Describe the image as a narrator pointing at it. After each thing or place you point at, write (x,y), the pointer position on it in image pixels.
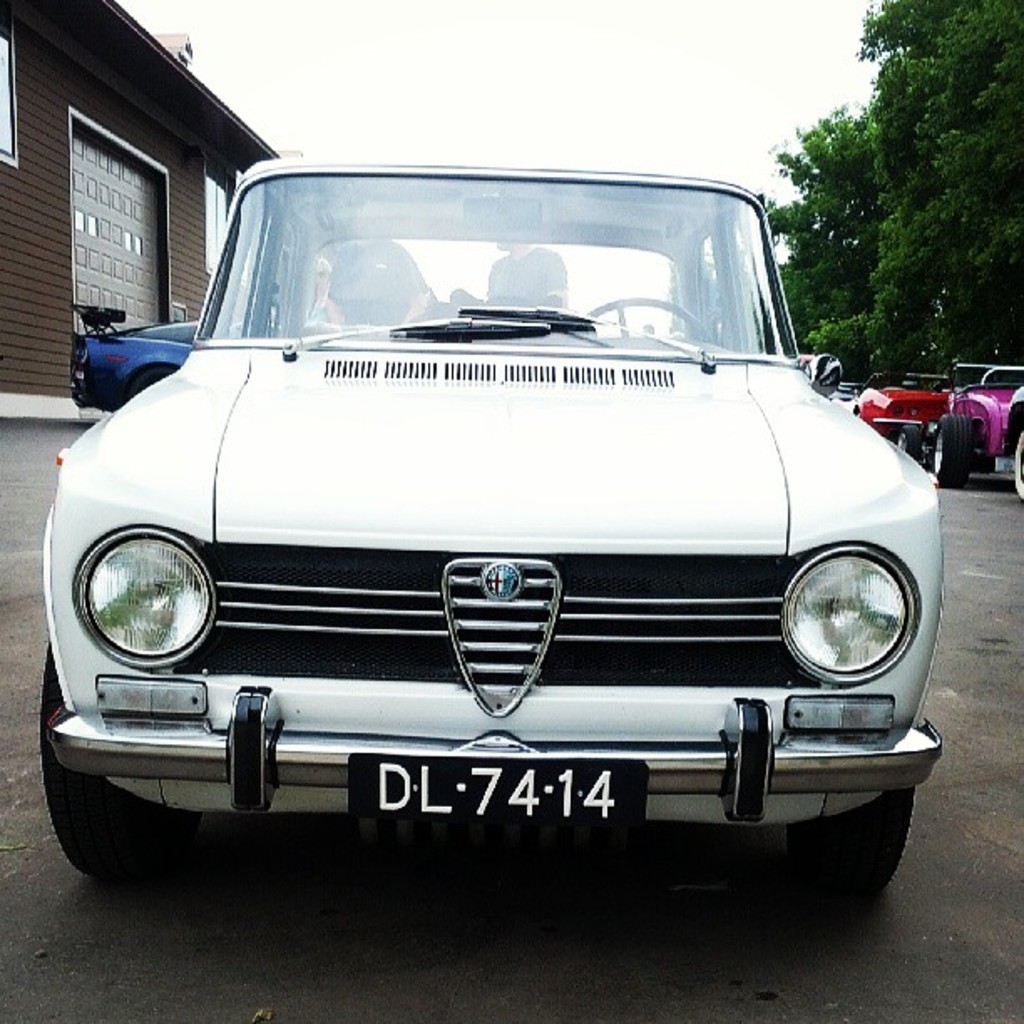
In this image, we can see some cars (370,458). There are trees (878,346) in the top right of the image (933,196). There is a shelter house (182,228) in the top left of the image (182,151). There is a person (506,259) in the middle of the image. At the top of the image (543,71), we can see the sky (566,71).
